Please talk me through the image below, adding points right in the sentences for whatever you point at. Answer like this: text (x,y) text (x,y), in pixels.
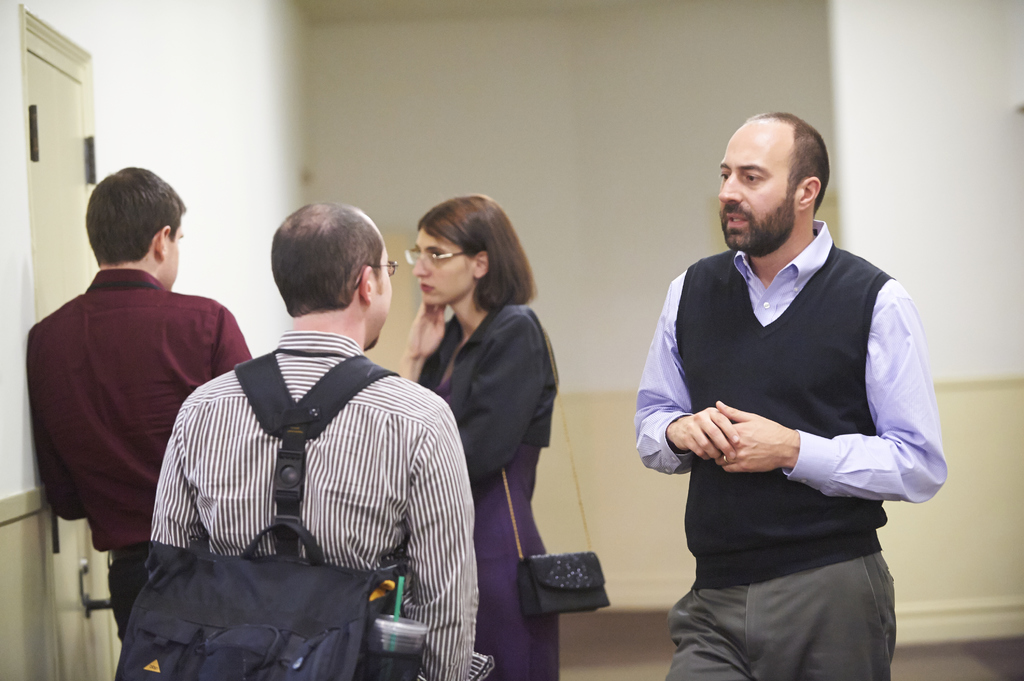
In this image in the center (658,430) there are some persons (450,417) who are standing and they are talking with each other, and in the background (385,112) there is a wall (275,146). On the left side (54,166) there is a door (63,572).
